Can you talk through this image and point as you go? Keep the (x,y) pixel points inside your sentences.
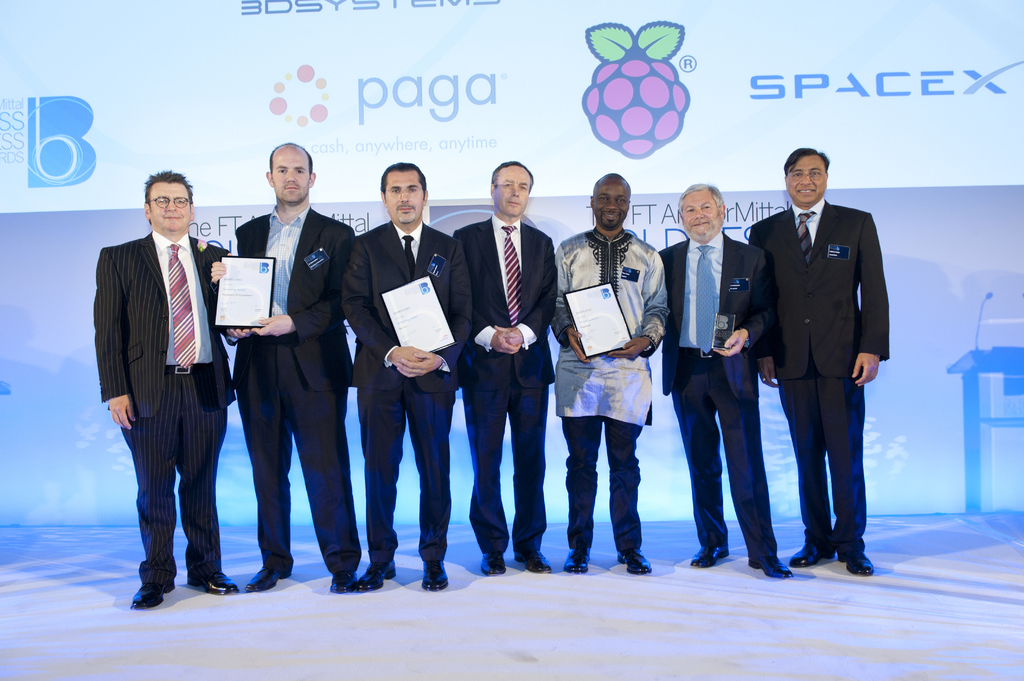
In this image I can see number of men (396,174) are standing and I can see most of them are wearing formal dress (314,347). I can also see few of them are holding white colour things (411,307). In background (86,122) I can see something is written at few places.
